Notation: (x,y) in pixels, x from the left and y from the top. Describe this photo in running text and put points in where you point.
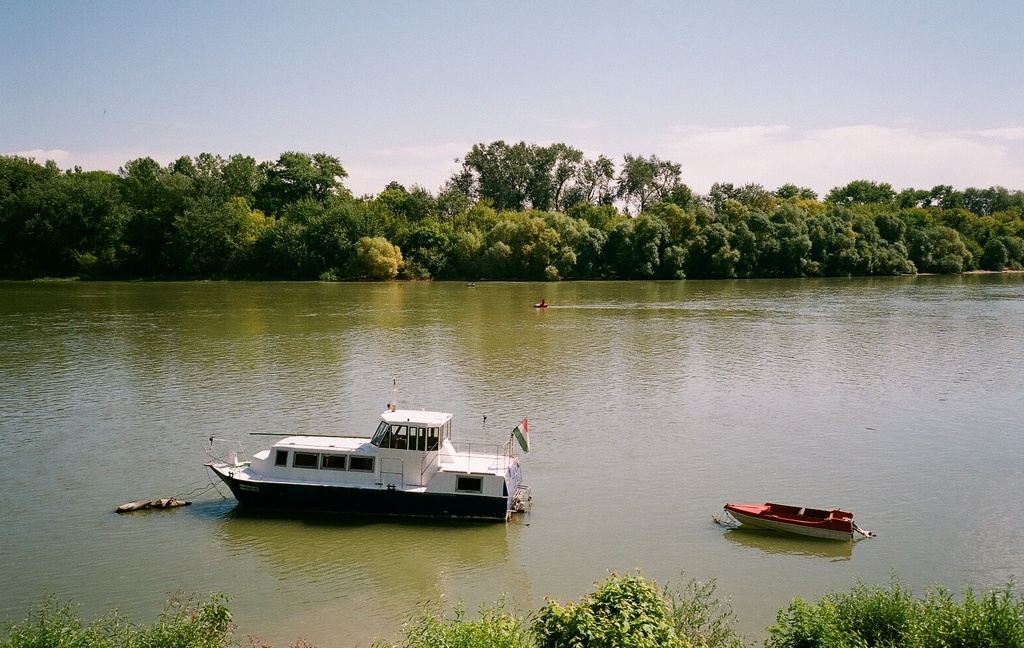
At the bottom of this image (980,632), there are plants (434,613) and there are two boats (787,511) on the water (177,398). In the background (824,330), there is a boat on the water (586,306), there are trees (14,183) and there are clouds (978,141) in the blue sky (593,54).
